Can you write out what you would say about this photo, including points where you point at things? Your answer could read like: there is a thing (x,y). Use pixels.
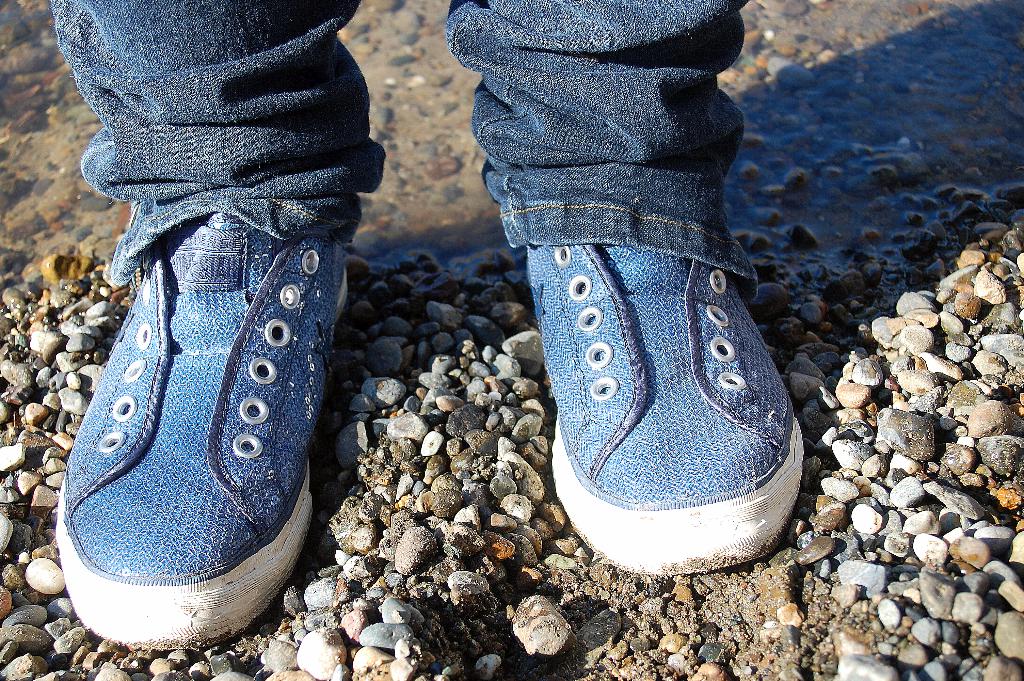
In this picture I can see human legs (223,18) and I can see water (437,211), few stones (440,511) on the ground (440,511) and I can see blue color shoes (595,355).
